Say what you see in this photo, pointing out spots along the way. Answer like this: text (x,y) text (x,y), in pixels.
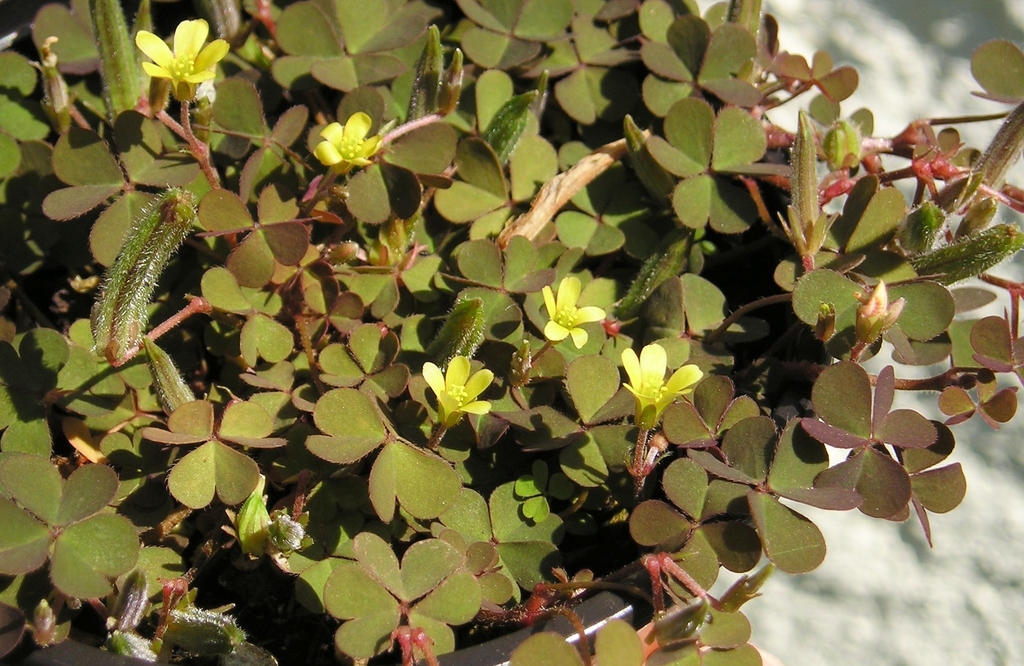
In this image there is a plant (461,386) and we can see flowers (652,398) which are in yellow color. At the bottom (469,650) we can see a flower pot (469,650).
